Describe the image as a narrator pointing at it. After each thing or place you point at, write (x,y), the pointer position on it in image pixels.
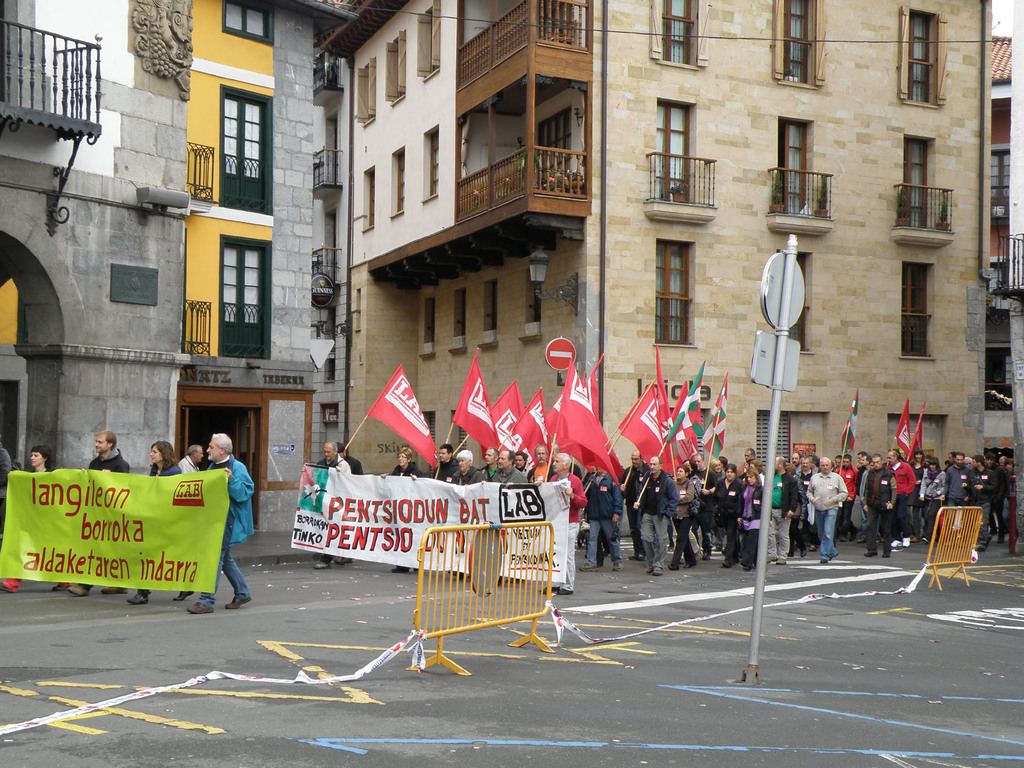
In this picture there is a group of men and women (749,466) walking on the street (520,683) holding red color flags (682,447) in the hand (619,516). In the front (529,533) there is a yellow color fencing grill (947,563) placed on the road (728,677). In the background (583,148) there is a brown color building (576,222) with glass windows (659,240).
